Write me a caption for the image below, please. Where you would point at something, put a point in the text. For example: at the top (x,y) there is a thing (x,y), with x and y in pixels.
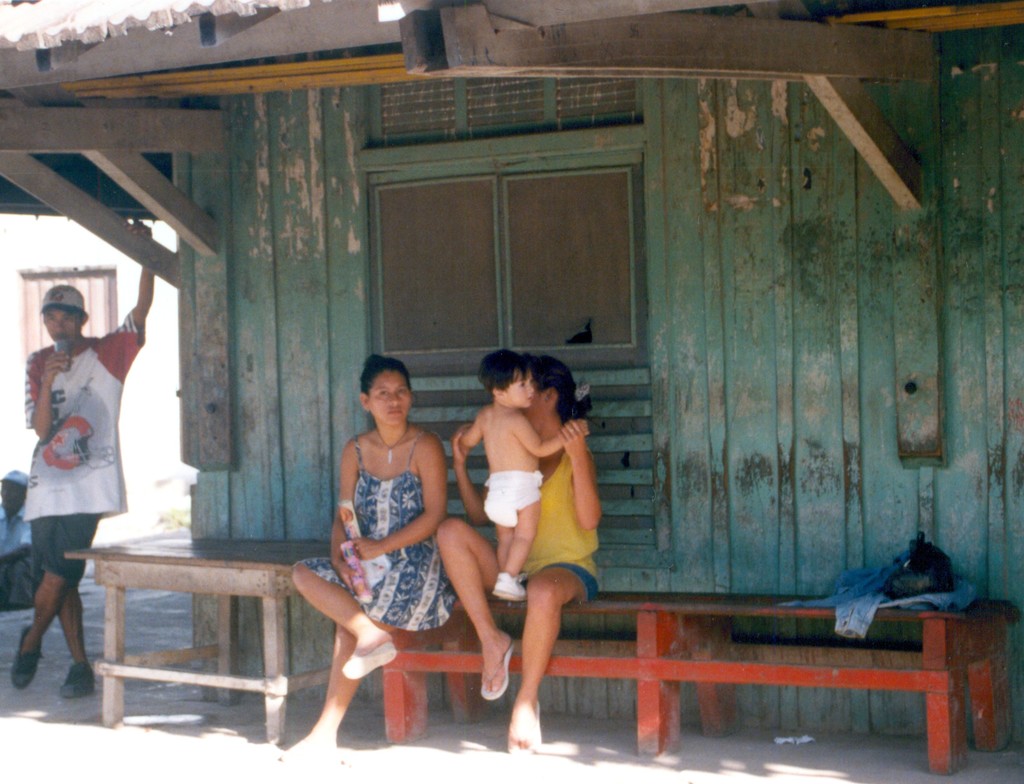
In this image i can see 2 women (446,552) sitting on benches (701,607), a woman (561,512) on the right side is holding a baby (498,460) in her lap (527,579). In the background (485,462) i can see a building (272,253), a window (376,262), a person (85,353) standing and the door (31,336).
